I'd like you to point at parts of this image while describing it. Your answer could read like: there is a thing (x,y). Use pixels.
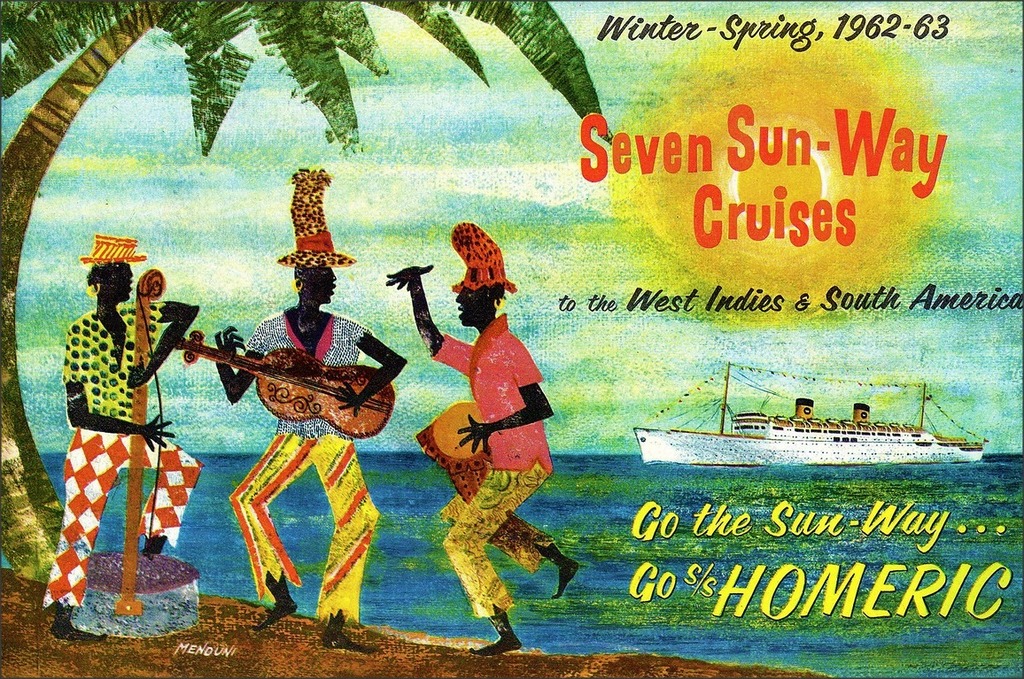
In this image, we can see a painting (531,446). Here three people (76,637) are playing musical instruments (342,417). On the right side (830,484), we can see a ship (883,440) on the water (681,609). Here we can see some text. On the left side (2,262), there is a tree (20,232).
